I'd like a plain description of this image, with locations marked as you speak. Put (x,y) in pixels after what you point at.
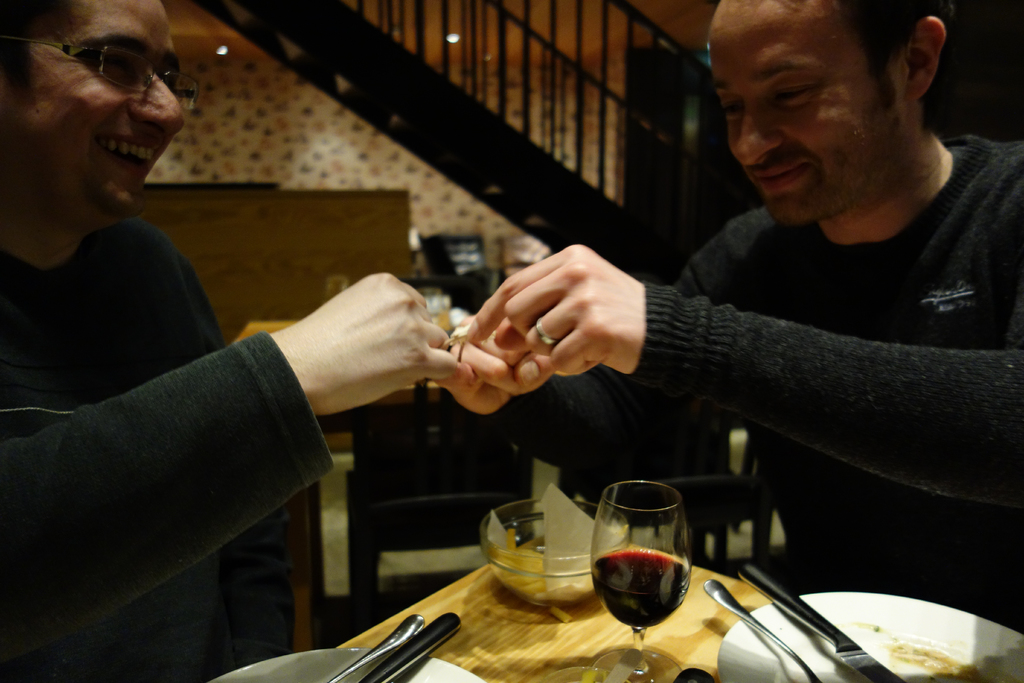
In this image there are two people (2,504) sitting with a smile on their face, in between them there is a table (369,637) with a bowl (575,564), drink (637,613) in a glass (616,595), two plates (427,681) with knife (842,640) and spoons (770,637), behind them there are chairs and other objects (481,290) and in the background (452,148) there is a wall (320,146) and stairs (633,232). At the top of the image (234,38) there is a ceiling (234,42) with lights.
